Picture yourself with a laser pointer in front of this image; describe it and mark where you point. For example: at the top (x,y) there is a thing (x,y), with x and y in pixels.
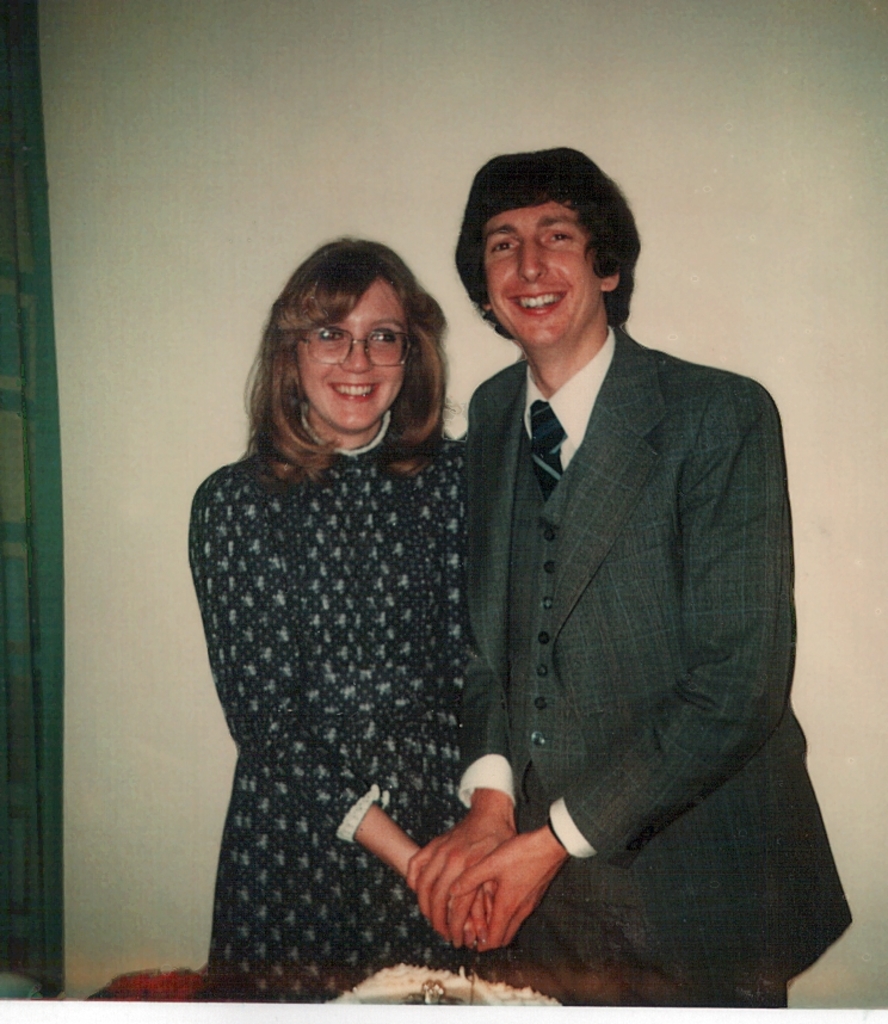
This image is taken indoors. In the background (180,603) there is a wall (222,204). In the middle of the image (580,420) a man (526,398) and a woman (346,590) are standing on the floor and they are with smiling faces (340,365). At the bottom of the image (450,976) there is a table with a cake (488,993) on it.
